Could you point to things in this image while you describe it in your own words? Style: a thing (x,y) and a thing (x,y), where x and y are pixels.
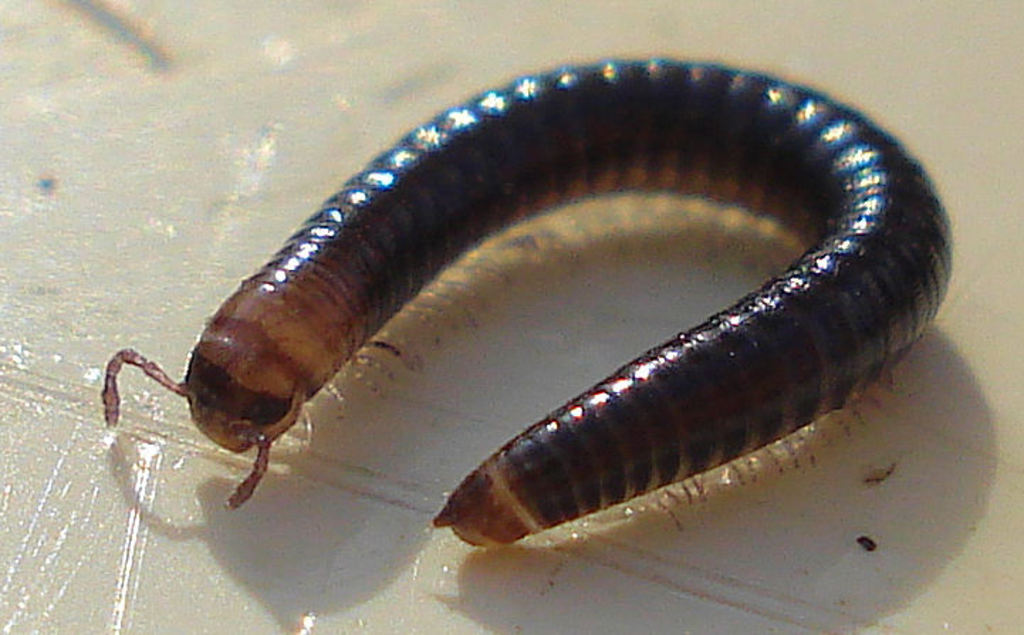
In this image I see the white surface (692,242) on which there is an insect (265,392) which is of brown and black in color.
